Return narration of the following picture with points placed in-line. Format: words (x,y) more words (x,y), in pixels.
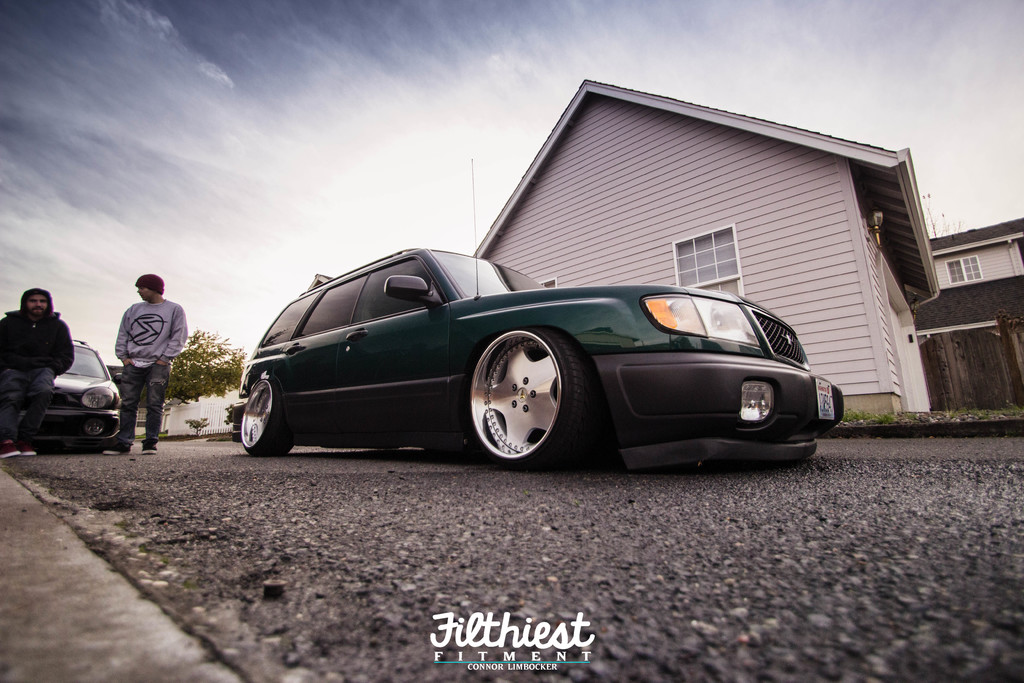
In the image I can see a place where we have a house (959,259), fencing (938,362), cars (324,332), people (152,408) and some trees (221,355) and plants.
